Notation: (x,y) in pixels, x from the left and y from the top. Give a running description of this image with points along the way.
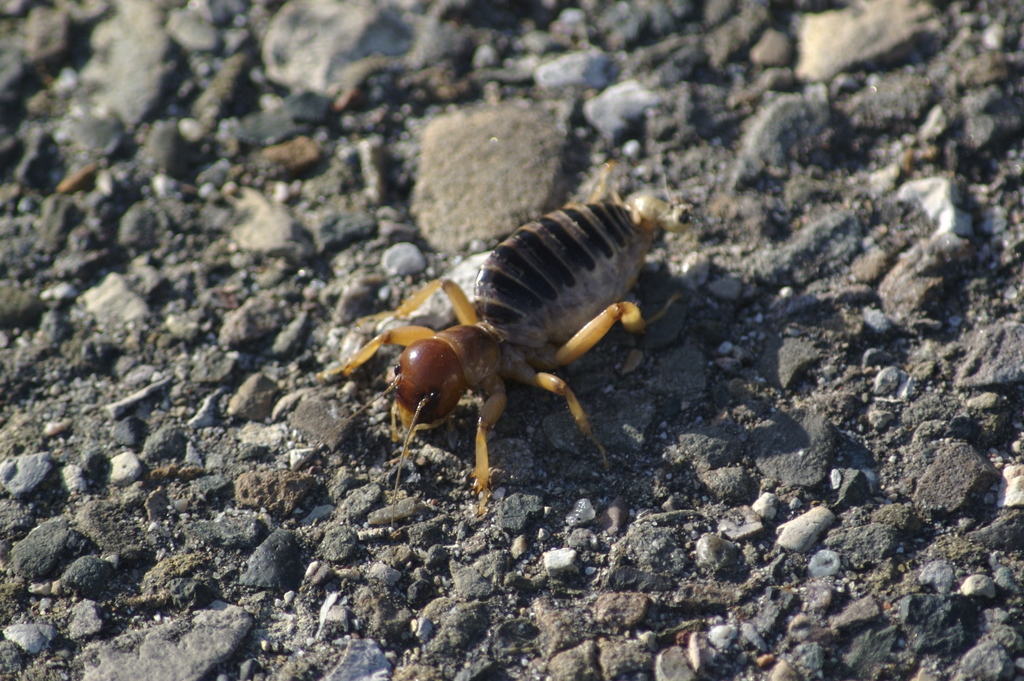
In the picture I can see insect (495,285) are on the land (264,356) and we can see some stones (266,575).
